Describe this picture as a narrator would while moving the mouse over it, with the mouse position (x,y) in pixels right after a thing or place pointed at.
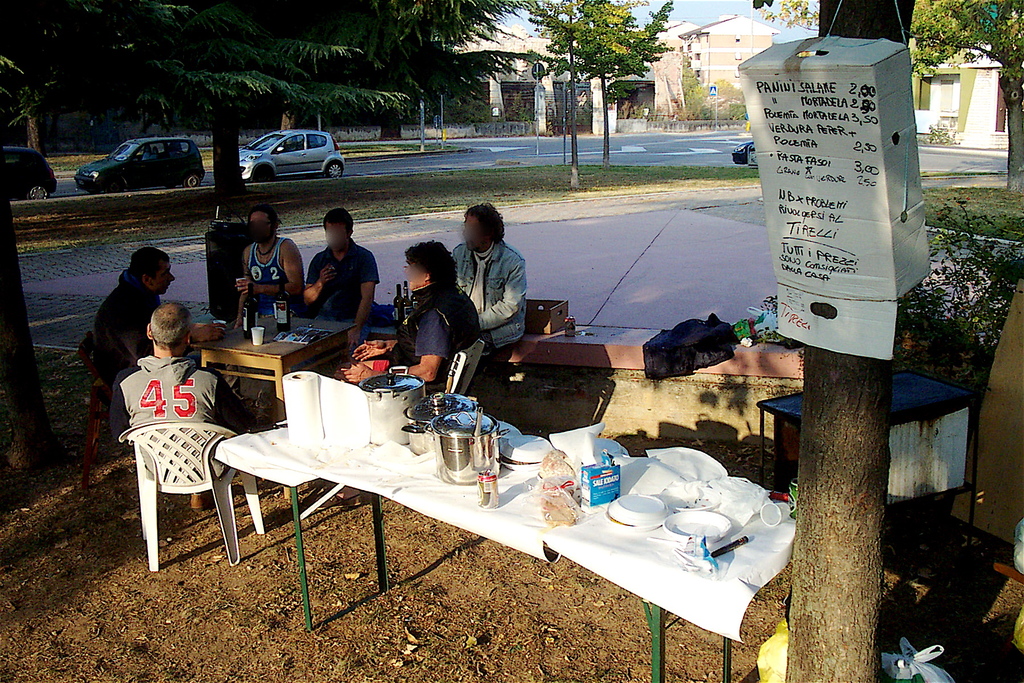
In this picture we can see group of people (334,271) sitting on chairs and benches (380,327) and in front of them there is table (243,342) and on table (268,340) we can see bottle (248,317), glass (258,330), book (290,335), dishes (472,457), plate (695,517), plastic cover (568,502), tissue papers (329,392) and in background (92,177) we can see cars (306,151) on road (484,139), trees (460,94), buildings (550,111).
